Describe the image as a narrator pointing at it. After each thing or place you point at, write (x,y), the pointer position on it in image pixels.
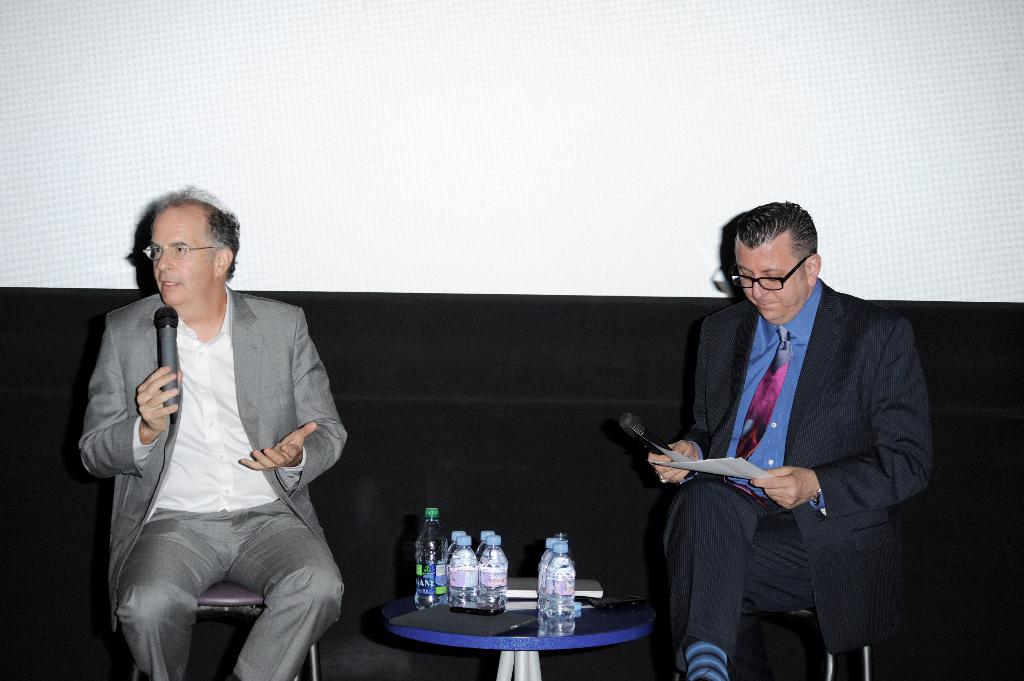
In this image I can see two people (771,492) are sitting. I can see few bottles (550,560) and few objects (500,633). Background (478,438) is in black and white color.
